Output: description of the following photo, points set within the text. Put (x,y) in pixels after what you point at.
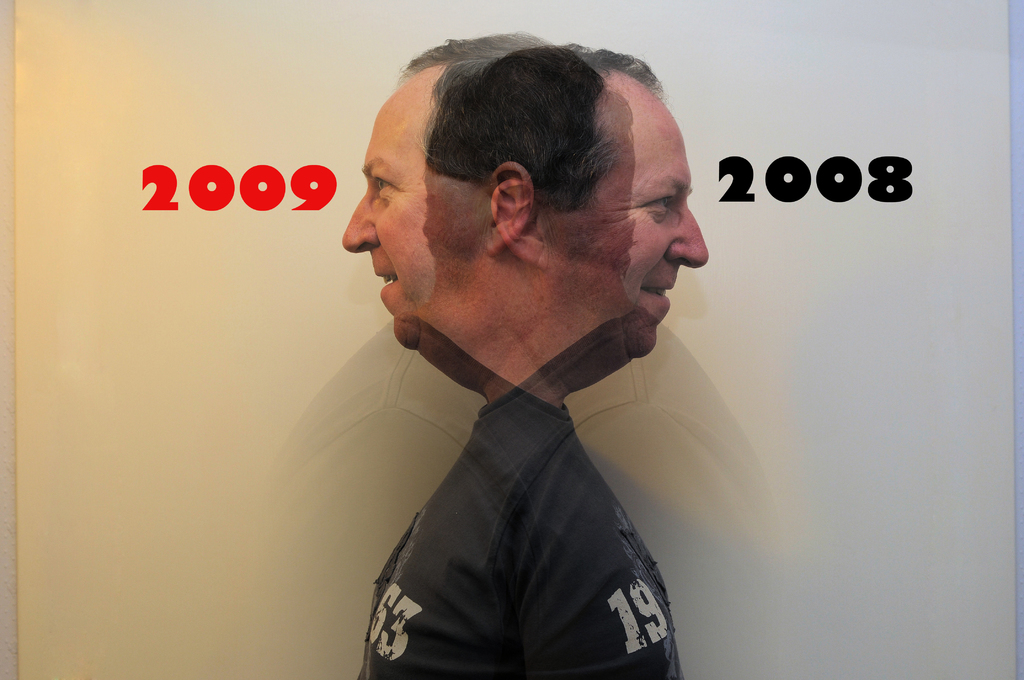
This is an edited picture. I can see a person (366,208), and in the background (99,87) there is a wall (287,102). There are numbers (897,190) on the image.
